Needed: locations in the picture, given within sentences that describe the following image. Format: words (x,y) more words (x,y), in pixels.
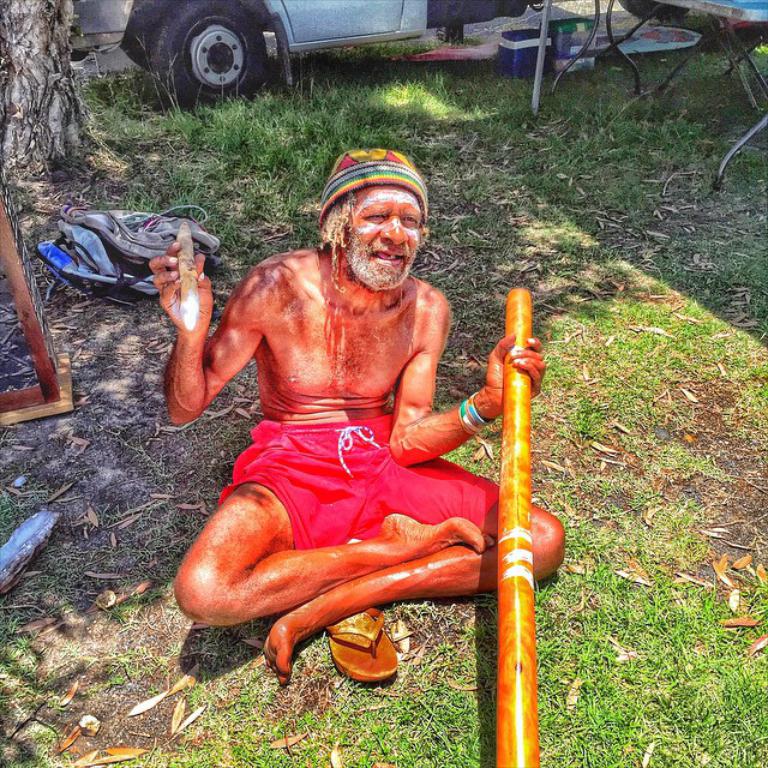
In this picture I can see a man (341,456) sitting on the grass (363,733) and holding stick (512,486), behind we can see a vehicle (451,30), tree trunk (7,112).
